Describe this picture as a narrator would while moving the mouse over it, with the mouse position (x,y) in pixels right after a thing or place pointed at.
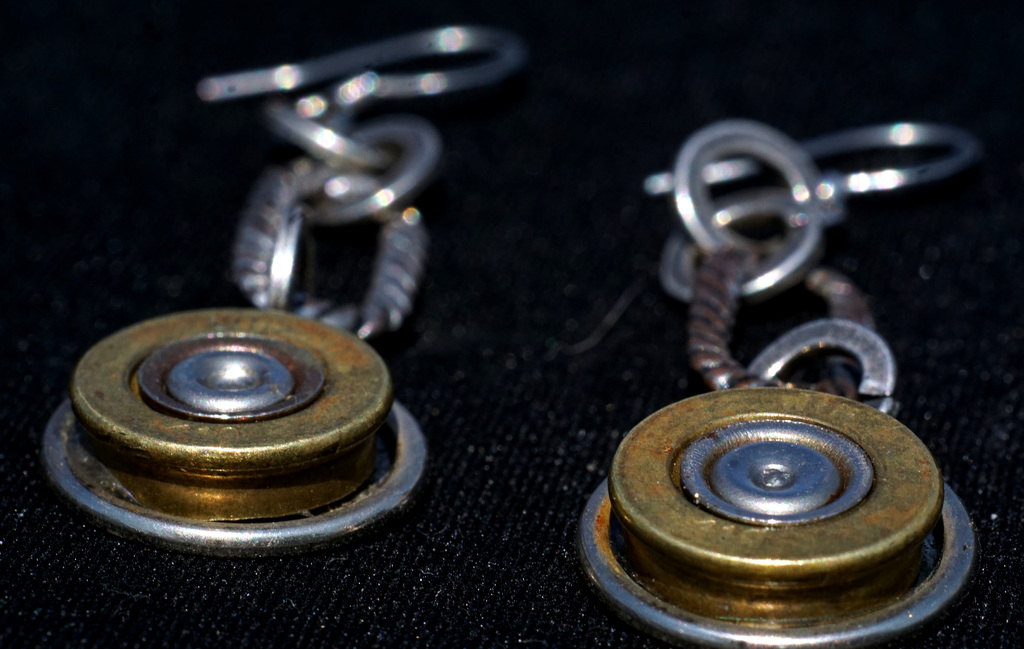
In this image, I can see a pair of earrings (316,411). The background (775,22) looks black in color.
